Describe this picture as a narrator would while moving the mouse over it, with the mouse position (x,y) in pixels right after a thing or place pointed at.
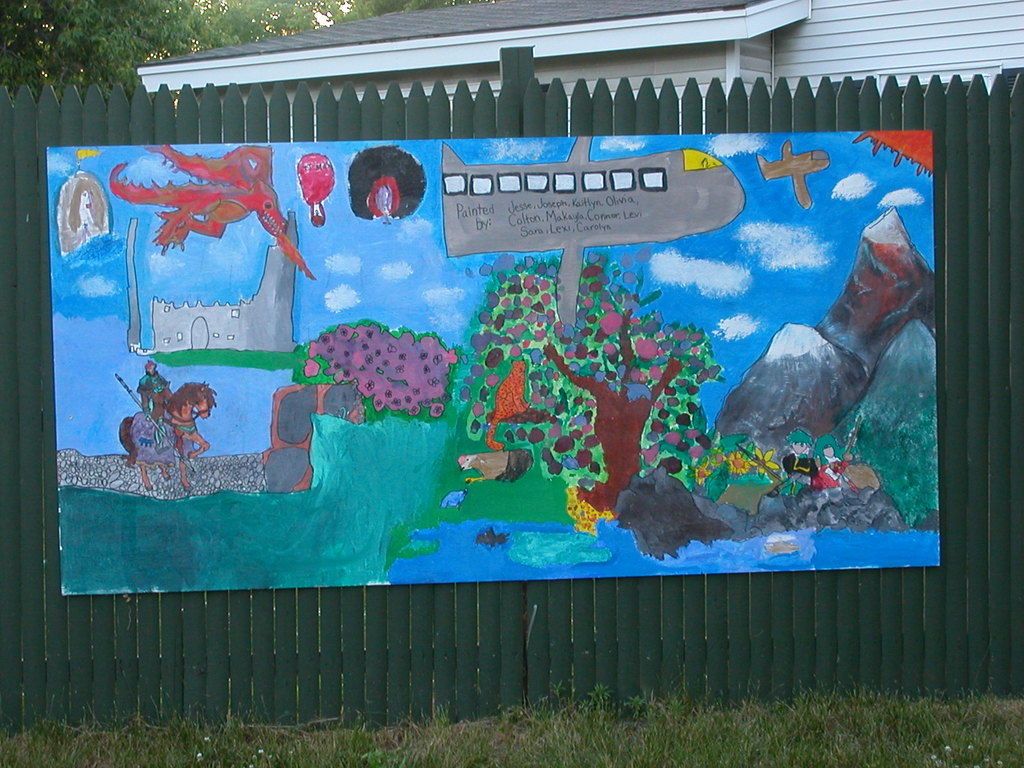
In this image there is a painting poster (548,425) attached on the fencing gate (888,120) and there is a grass (453,740) in bottom of this image (738,735) and. There is a house (615,40) at top right corner of this image (756,26) and there are some trees (104,39) at top left corner of this image (152,34).
